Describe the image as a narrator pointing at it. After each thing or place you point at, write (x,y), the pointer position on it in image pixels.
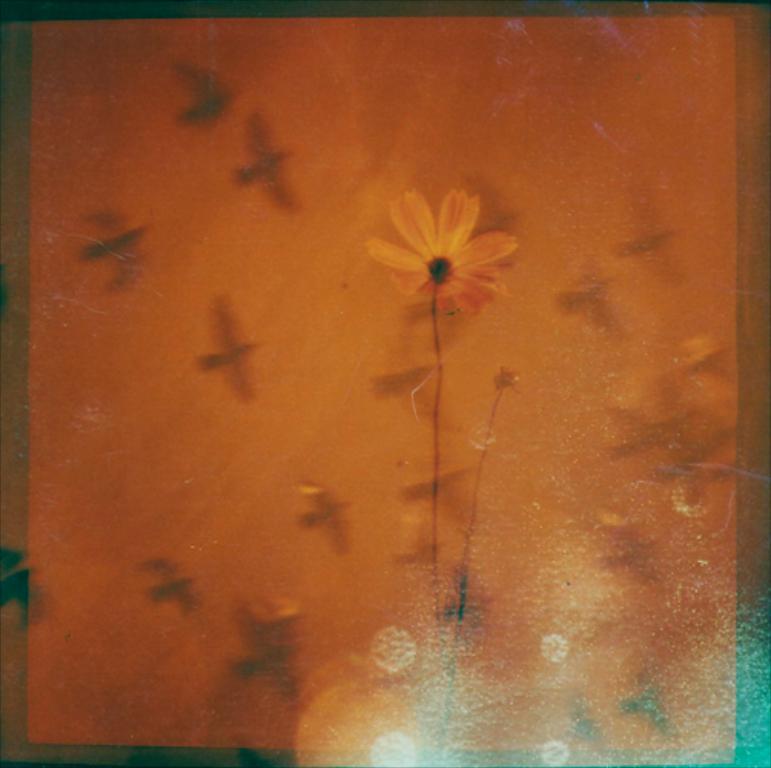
In this image we can see a flower (463,251), stems (462,593) and birds (450,608) are flying in the air (287,447).
